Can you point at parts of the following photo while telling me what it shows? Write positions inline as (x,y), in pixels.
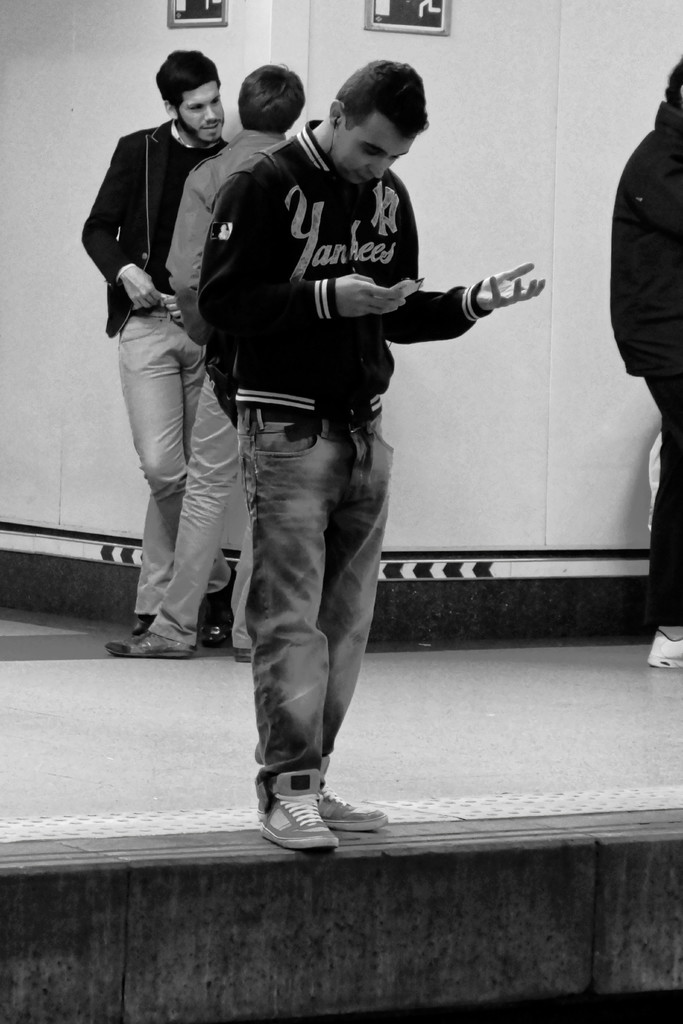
In this image I can see the black and white picture in which I can see a person (280,392) wearing black color dress (292,285) is standing and holding an object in his hand (382,305). In the background (205,591) I can see few other persons (219,160) standing, the wall (509,212) and two boards (423,21) attached to the wall (270,17).
